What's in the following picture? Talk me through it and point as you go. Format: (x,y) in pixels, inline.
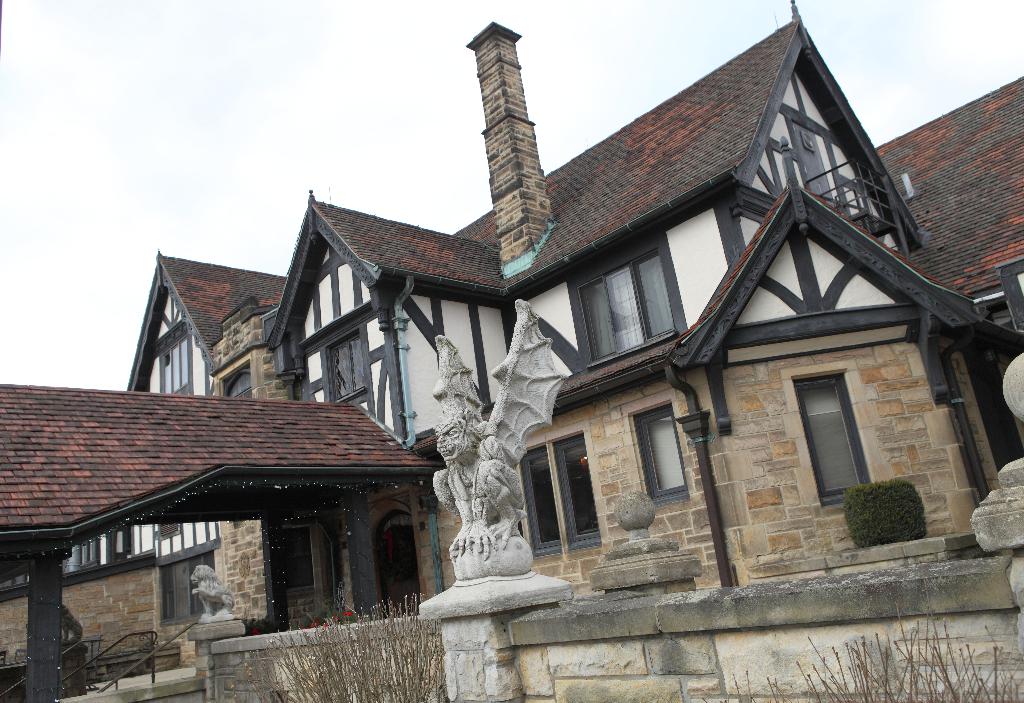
In this picture we can see a building (352,391), few statues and plants (346,682), and also we can find few metal rods (862,187).
